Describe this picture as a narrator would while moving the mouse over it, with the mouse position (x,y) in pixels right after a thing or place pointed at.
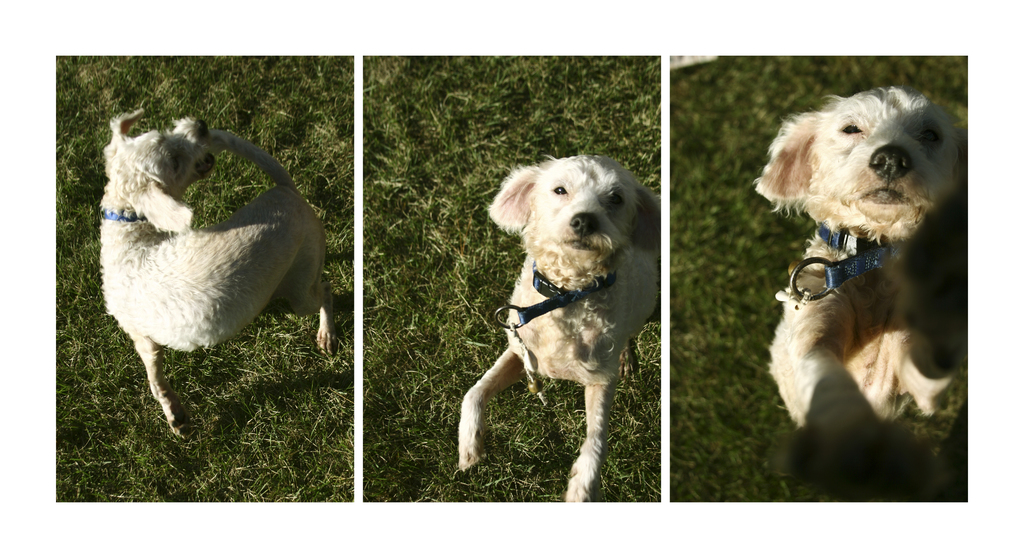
This picture shows collage of a dog pictures. We see grass (353,242) on the ground (488,338) and the dog (239,305) is white in color with a blue belt (535,311).
